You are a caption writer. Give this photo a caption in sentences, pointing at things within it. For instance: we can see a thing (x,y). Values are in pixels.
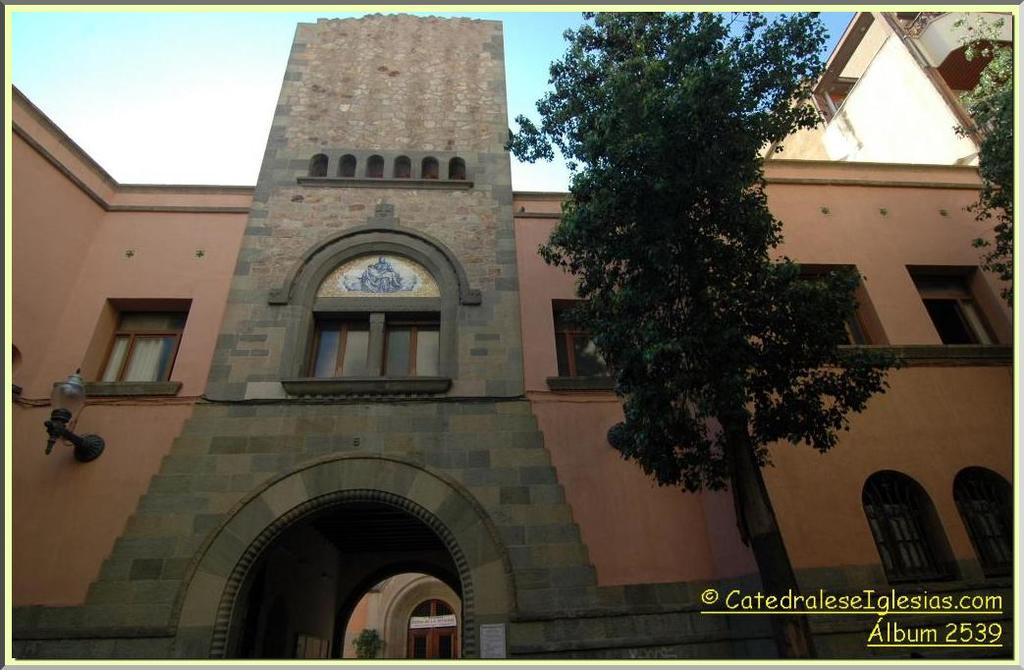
In this image in the center (400,225) there are some houses (878,170) and buildings (907,256) and trees (832,289), at the top of the image (247,67) there is sky (257,73) and at the bottom (780,598) there is text (811,606).
